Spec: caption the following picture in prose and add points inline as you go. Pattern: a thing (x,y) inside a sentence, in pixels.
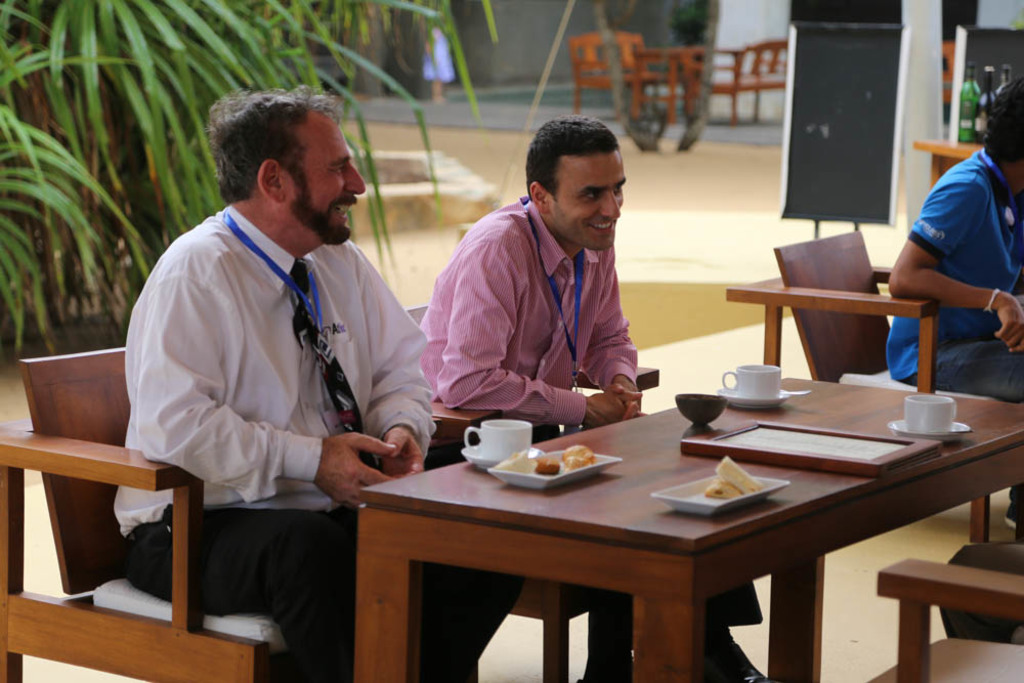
In the middle (666,419) there is a table (709,524) on that there is a plate (611,458), cup (916,419) and saucer (954,434). On the left (293,415) there is a man (281,320) he wear white shirt (217,369) and trouser (305,538), he is smiling, he is sitting on the chair (103,545). On the right (939,263) there is a man (947,289) he wear blue t shirt (962,237) and trouser (974,344), he is sitting on the chair (848,313). In the back ground (639,89) there is a plant (207,70), chairs (642,68), black board (805,169) and pillar (915,83). I think this is a restaurant (476,499).
